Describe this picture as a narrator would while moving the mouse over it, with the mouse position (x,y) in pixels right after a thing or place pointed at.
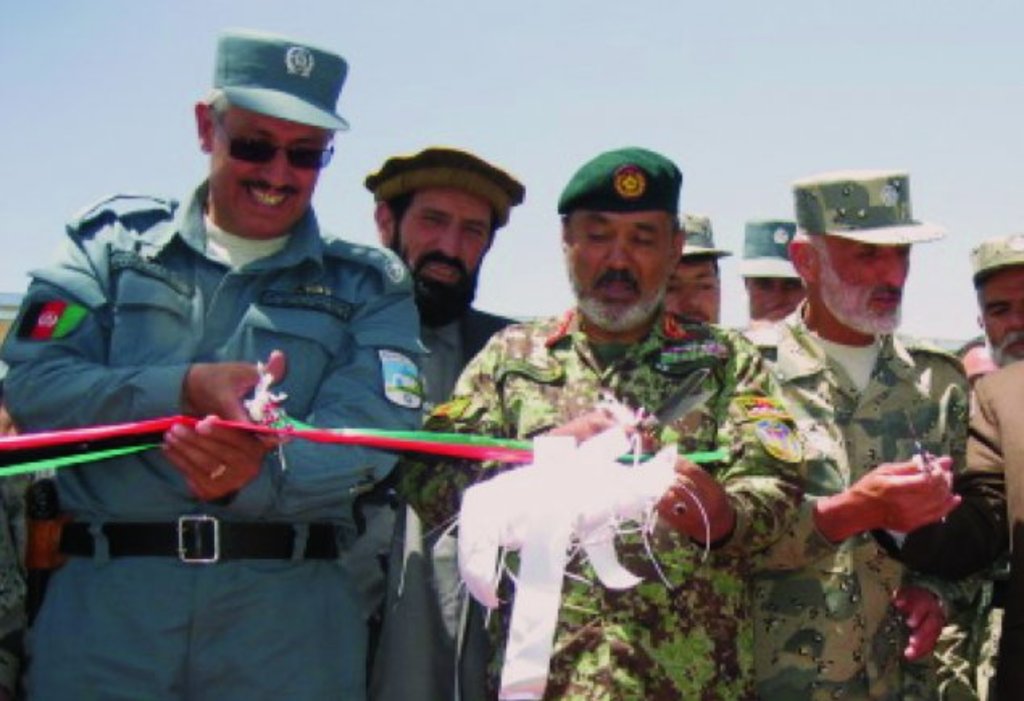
In the center of the image (512,327) we can see two people (207,236) standing and cutting a ribbon (597,493). In the background (401,656) there are people (826,309). At the top (650,76) there is sky (726,96).
